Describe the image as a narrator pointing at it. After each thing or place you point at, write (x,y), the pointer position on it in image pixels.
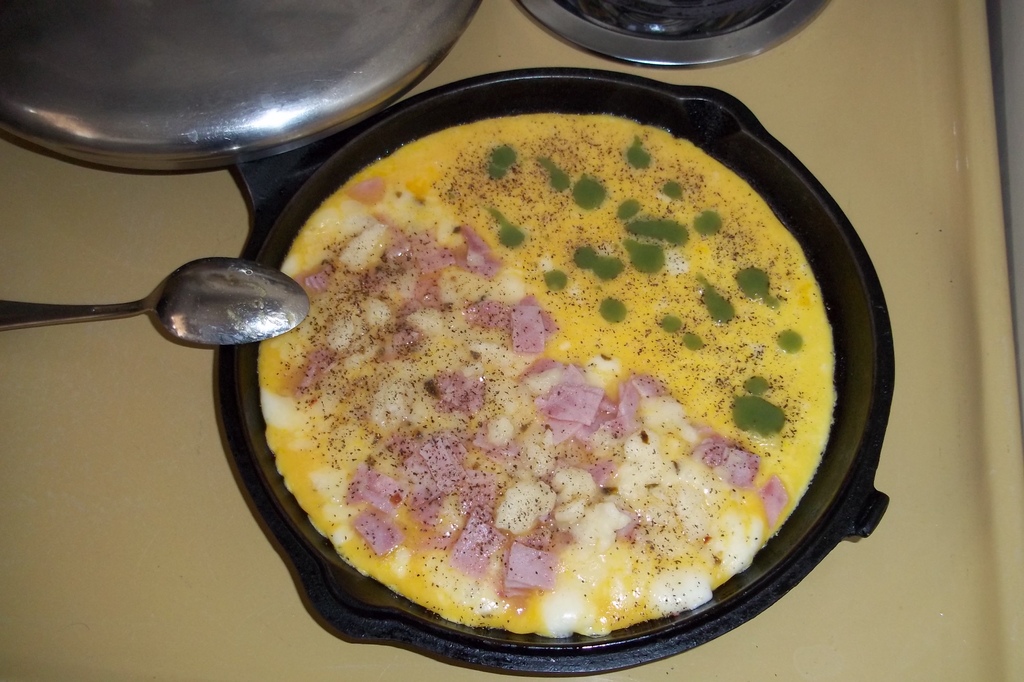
In this image I can see the pan (460,626) with food (456,371). To the side I can see the few more utensils (325,93) and the spoon (138,315). These are on the yellow color surface (916,446).
